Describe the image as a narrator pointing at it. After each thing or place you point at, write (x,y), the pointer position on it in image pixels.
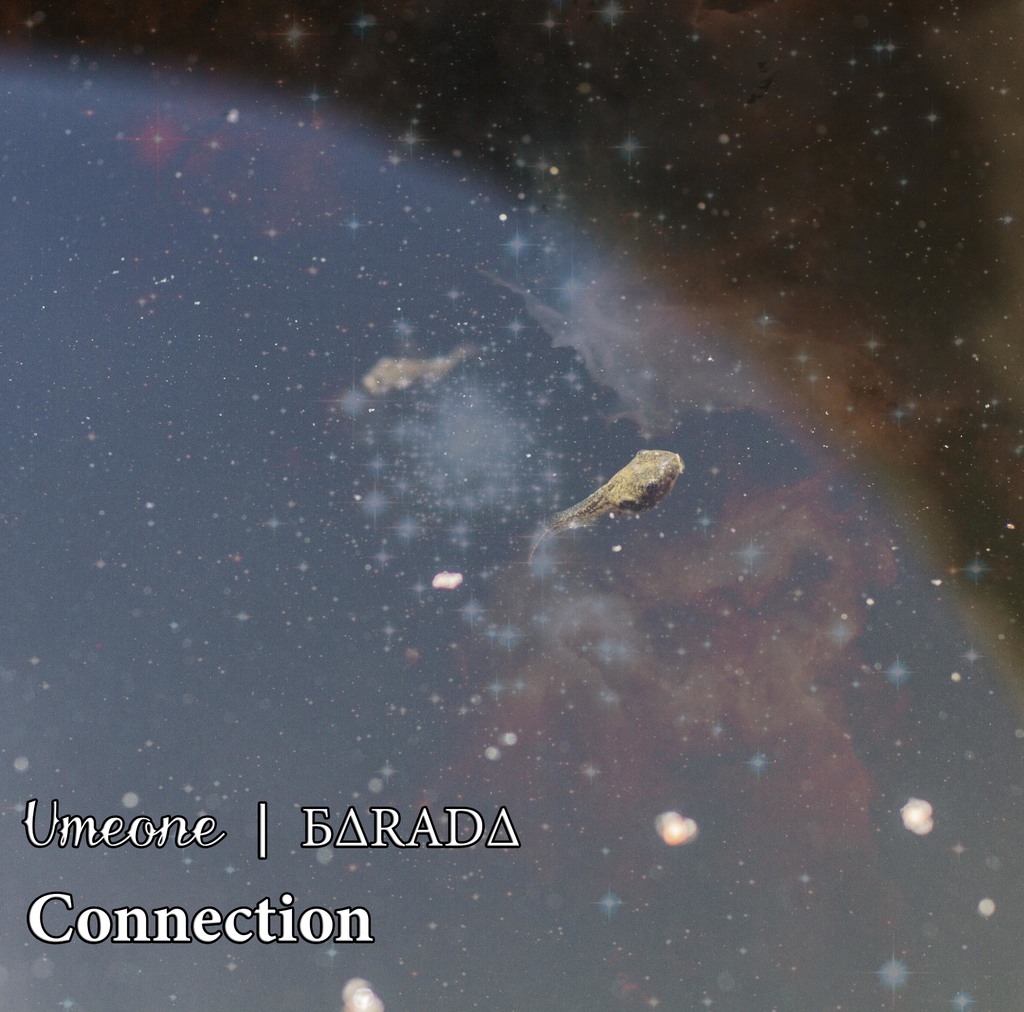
In this image we can see there is a space (405,633). At the bottom of the image (84,830) there is some text (220,916).
